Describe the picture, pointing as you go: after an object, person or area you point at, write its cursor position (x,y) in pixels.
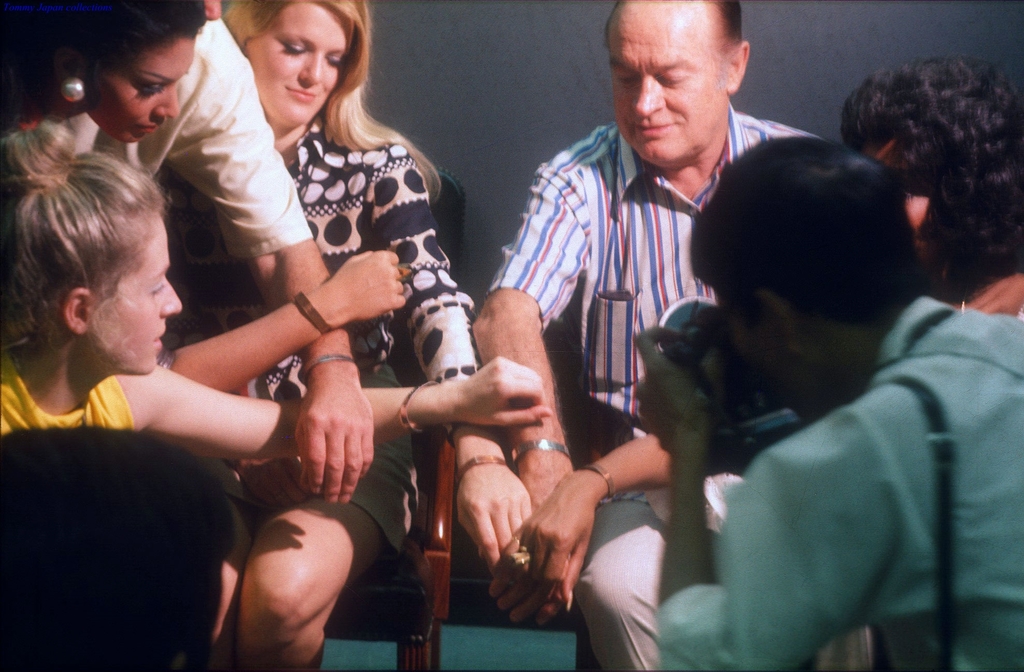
The picture consists of a group of people (130,468), few are sitting in chairs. In the background (447,77) there is wall (799,59).
